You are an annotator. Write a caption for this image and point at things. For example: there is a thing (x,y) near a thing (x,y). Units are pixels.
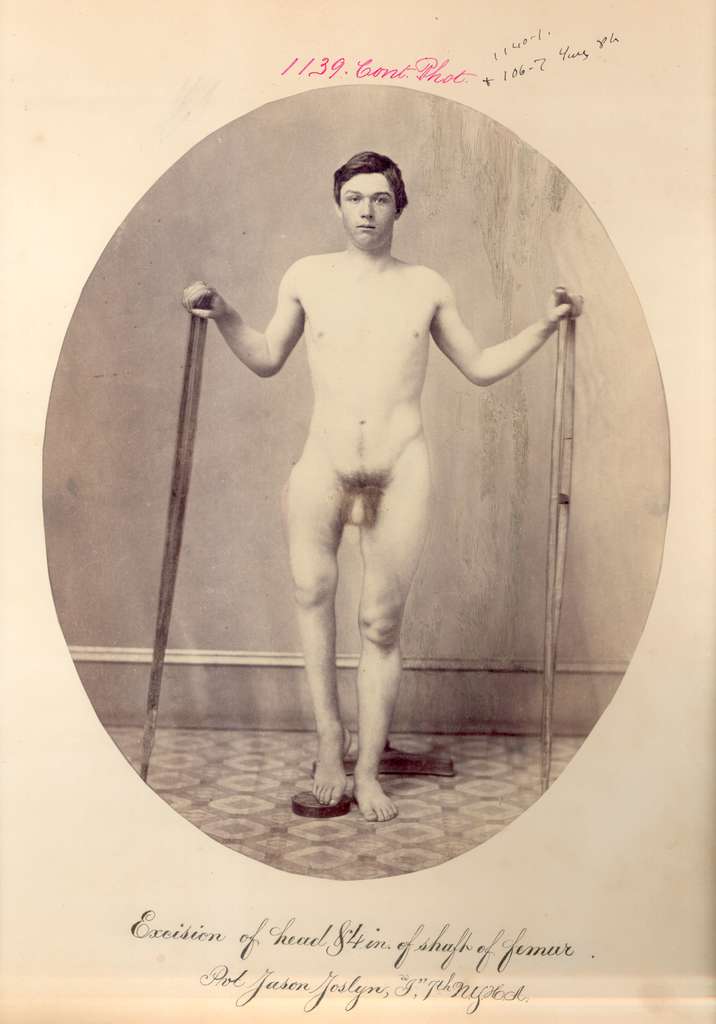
In this picture I can see a man (339,485) standing and he is holding walking sticks (559,441) in his hands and I can see text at the bottom of the picture (177,933) and I can see written text (448,62) at the top of the picture (329,75).
